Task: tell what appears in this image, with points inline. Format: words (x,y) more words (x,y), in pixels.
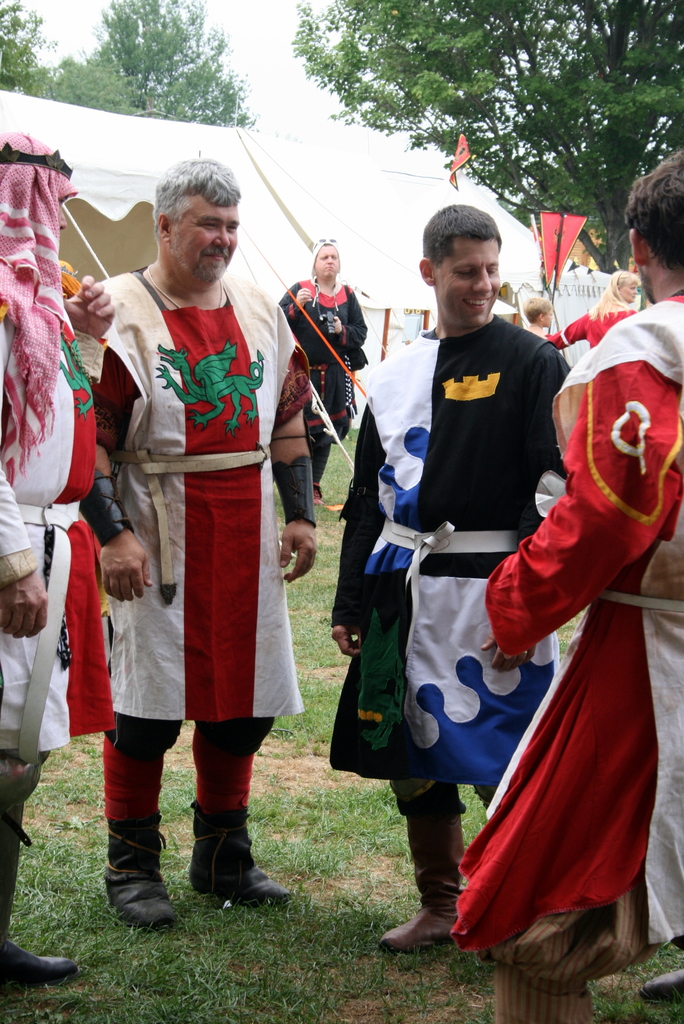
In this image we can see four persons (251,560) are standing. They are wearing some cultural dress (238,475). Background of the image (379,182) one tent (324,181) is there and trees (455,88) are present. The land (348,829) is full of grass (263,852). In the middle of the image (333,360) we can see one lady (346,313) is walking.
